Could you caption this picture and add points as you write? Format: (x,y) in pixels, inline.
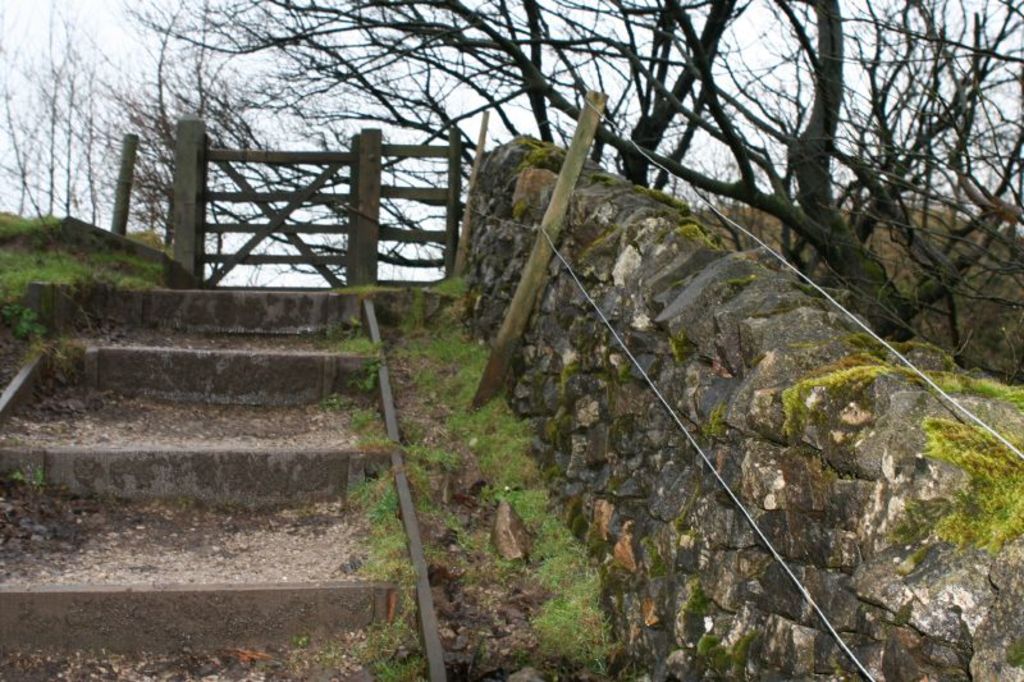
In this image we can see stairs (266,586), beside the stairs (262,582) rock wall (720,427) with wooden fencing (572,161) is there. Behind dry tree (802,136) is present.
